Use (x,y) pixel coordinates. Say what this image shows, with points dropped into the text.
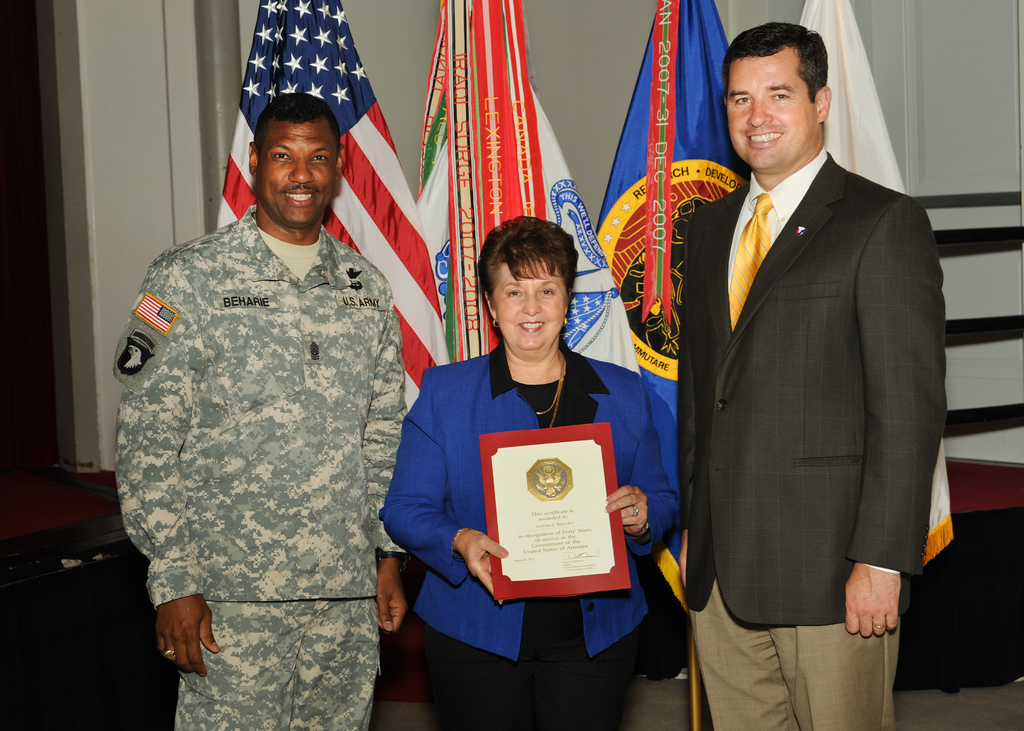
In this picture we can see two men (383,310) and a woman (544,359), this woman (543,359) is holding a certificate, in the background (840,154) there are some flags (638,95), we can see a wall (190,119) here.
